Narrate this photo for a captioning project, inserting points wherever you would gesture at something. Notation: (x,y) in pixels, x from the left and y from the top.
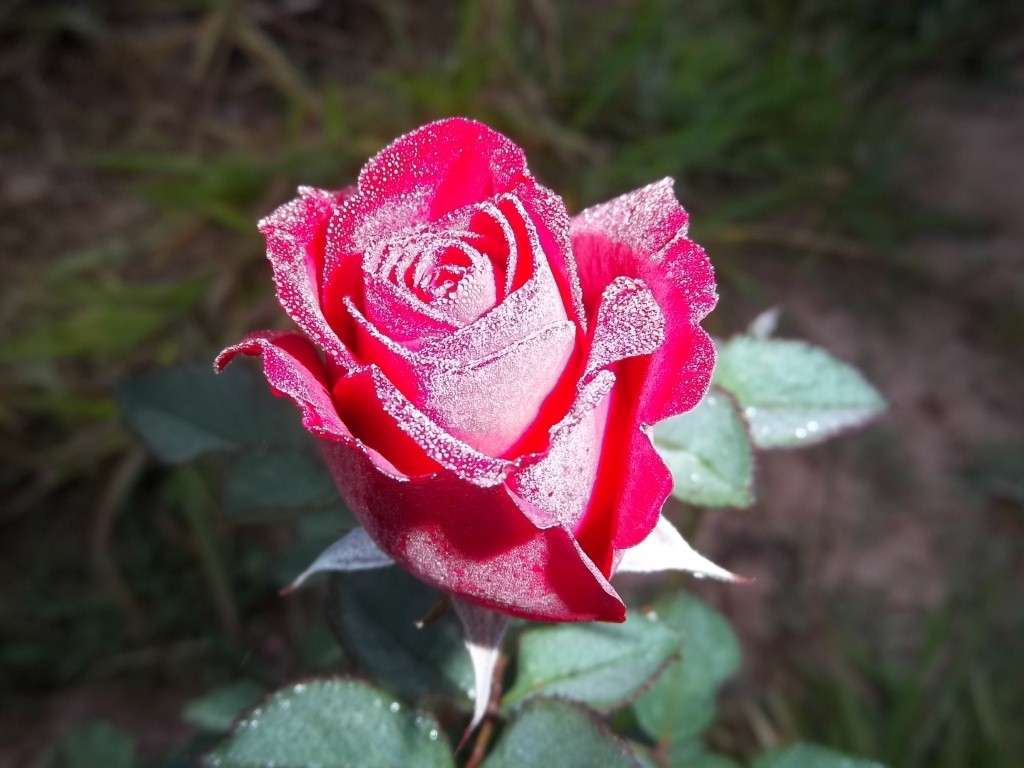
In this image there is a red colour rose (474,484) to the plant (489,710) having leaves (574,666). Behind there is a grassland (867,242).
